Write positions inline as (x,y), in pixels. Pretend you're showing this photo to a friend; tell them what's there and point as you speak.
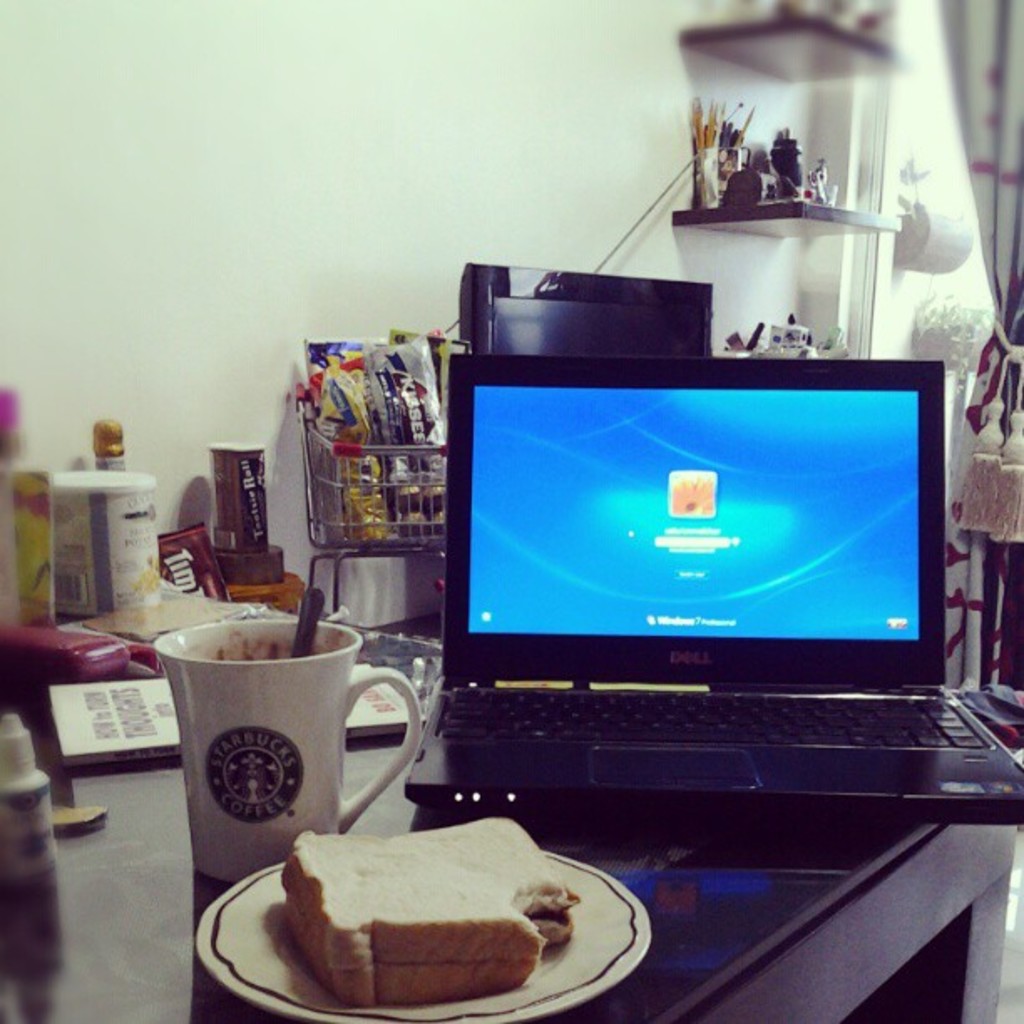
In this picture we can see table (726,830) and on table (789,826) we have laptop (641,726), cup (300,729), spoon (310,642), plate (268,917), bottle (23,749), box (113,528), basket (365,524) and on plate (564,874) bread (415,923) and in the background (318,212) we can see wall (804,163), rack (678,215), pen stand (716,176), pens (730,139), curtain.
